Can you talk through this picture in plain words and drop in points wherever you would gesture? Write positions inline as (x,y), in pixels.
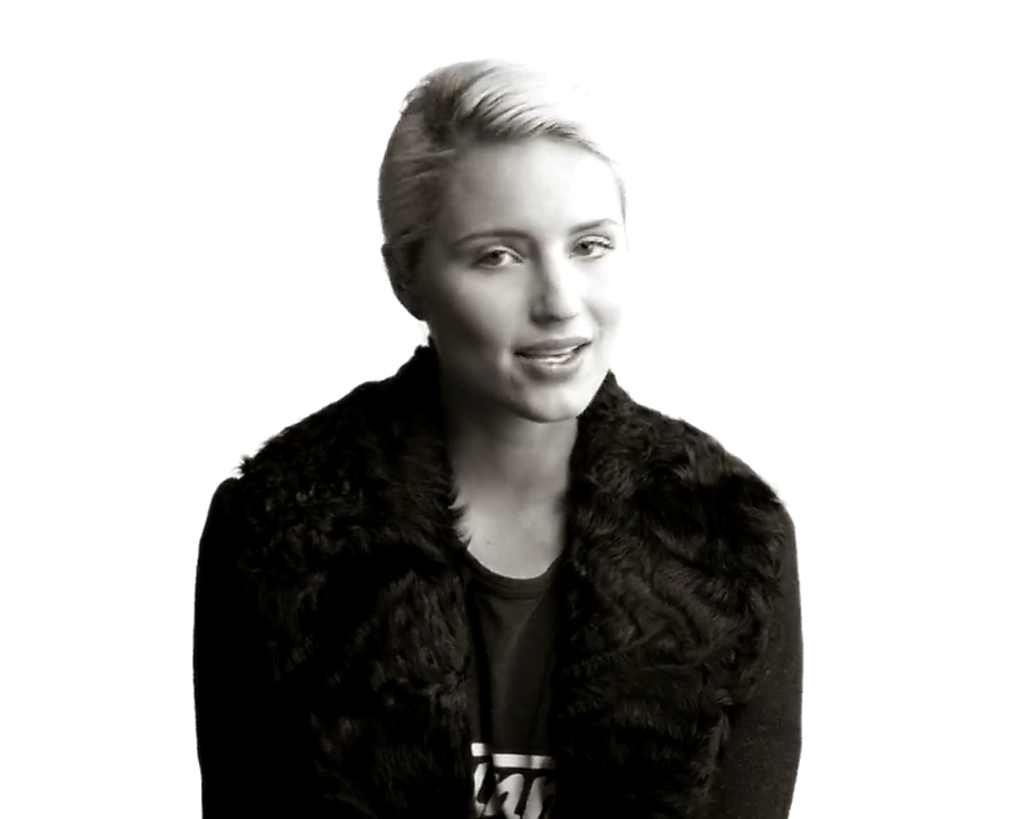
In this image we can see a person (495,662) wearing a black dress (589,719).
